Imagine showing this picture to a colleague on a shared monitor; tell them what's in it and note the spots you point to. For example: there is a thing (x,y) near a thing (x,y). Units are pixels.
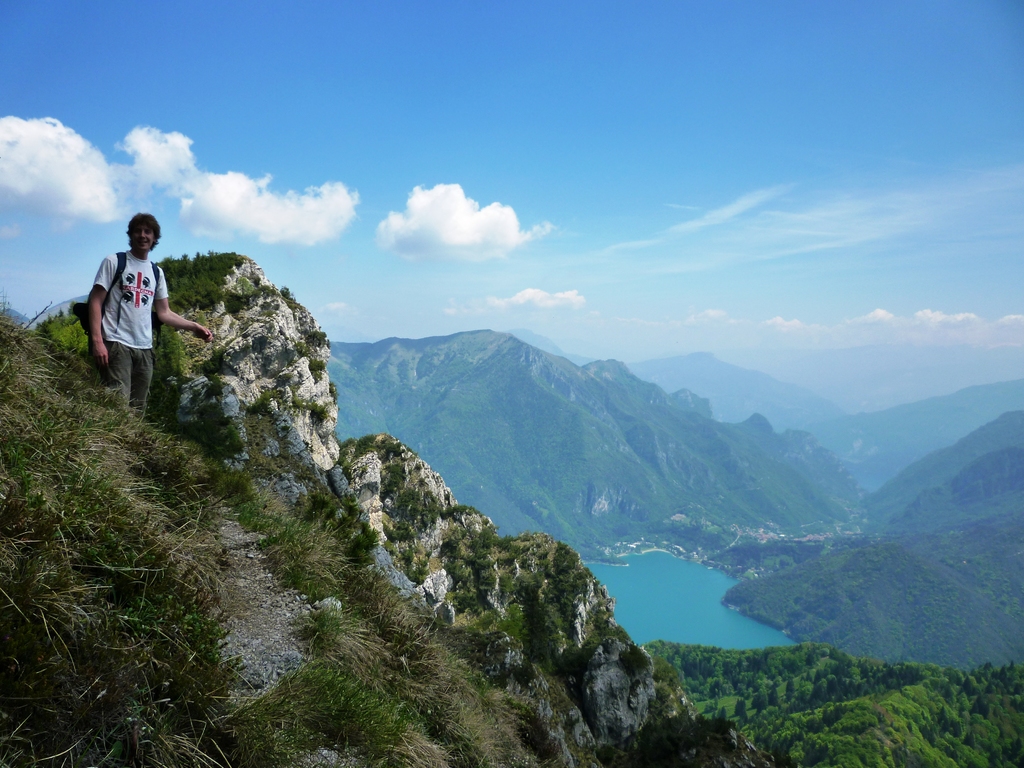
On the left side of the image (129,294) we can see person (117,299) standing on a hill (162,407). In the background (421,435) we can see hills (793,450), trees (823,691), sky (805,328) and clouds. At the bottom of the image (269,516) there is a grass (96,689).
